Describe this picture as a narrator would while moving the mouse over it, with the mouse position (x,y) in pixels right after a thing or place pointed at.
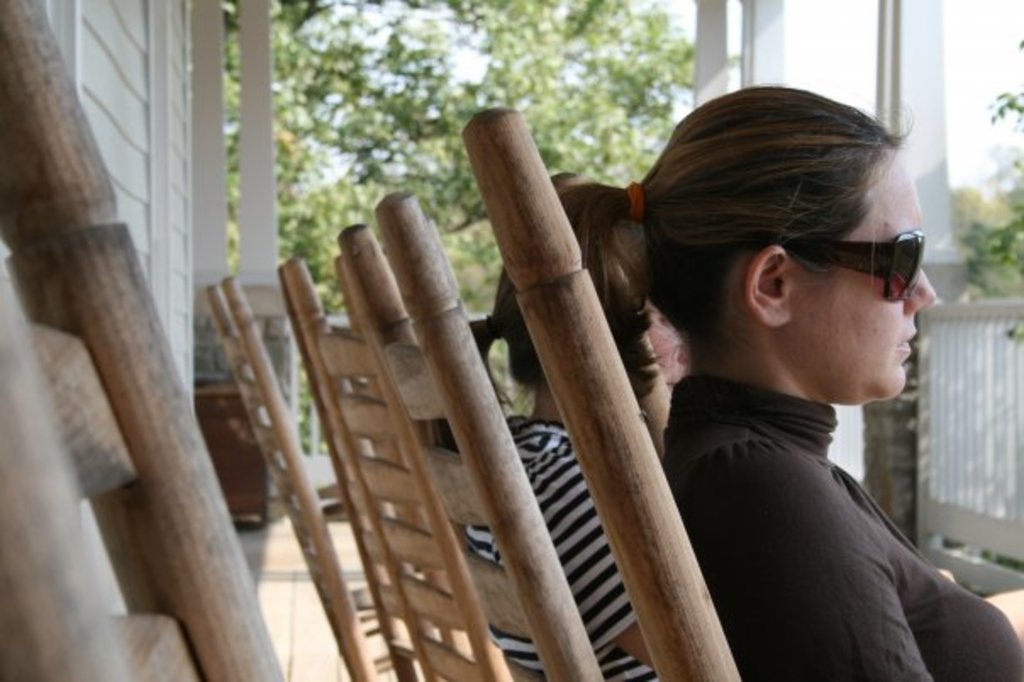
In this image we can see women (576,499) sitting on the chairs (445,555). On the left side of the image (153,8) there is a wall (154,287). In the background (443,84) there are trees (627,41) and sky (808,52).
